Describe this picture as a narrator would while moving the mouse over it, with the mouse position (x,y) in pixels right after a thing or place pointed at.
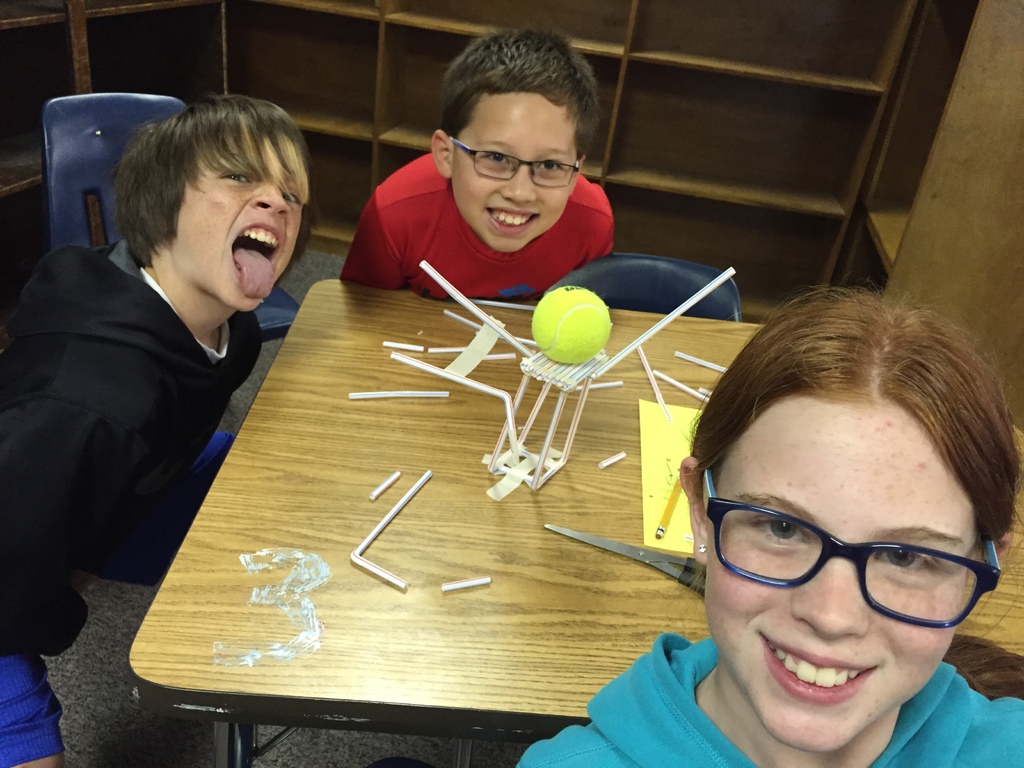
In this image, we can see 3 kids (704,708) are smiling. Few are wearing a glasses (808,569). In center (605,486), we can see a table (627,564), scissors (647,553), paper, straws (534,415), ball (590,339). At back (725,186) side, a big shelf (546,24) there. And left side (91,151), we can see a blue color chair (79,159).
